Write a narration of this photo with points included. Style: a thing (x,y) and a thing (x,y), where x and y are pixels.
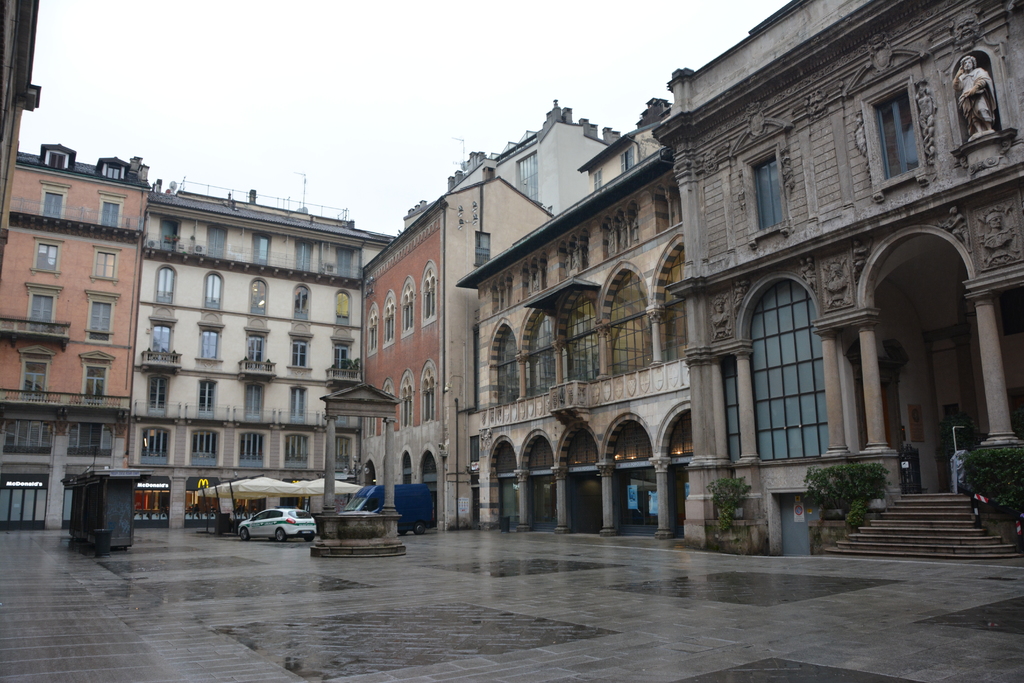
On the right side of the image (828,550) there are stairs (884,545). There is a car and a few other objects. There is a memorial (315,549). In the background of the image (347,421) there are buildings (788,419), plants (726,511) and sky (438,34). At the bottom of the image (461,634) there is a floor (431,611).
